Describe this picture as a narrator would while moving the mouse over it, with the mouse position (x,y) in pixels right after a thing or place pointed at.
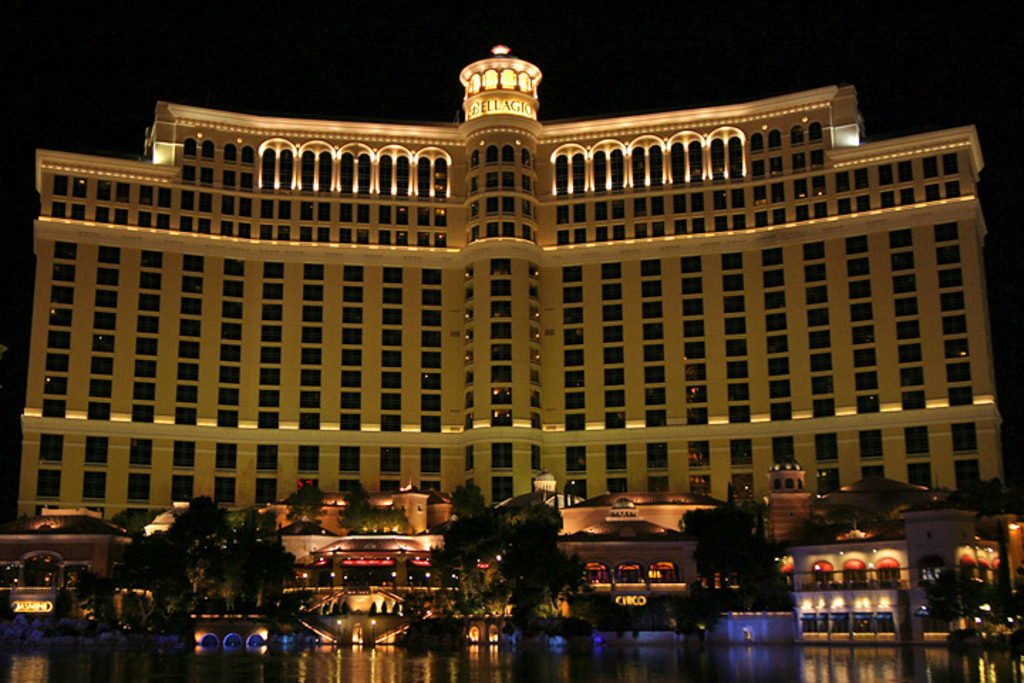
In the picture we can see building (545,265), there are some trees (180,576) and lights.
